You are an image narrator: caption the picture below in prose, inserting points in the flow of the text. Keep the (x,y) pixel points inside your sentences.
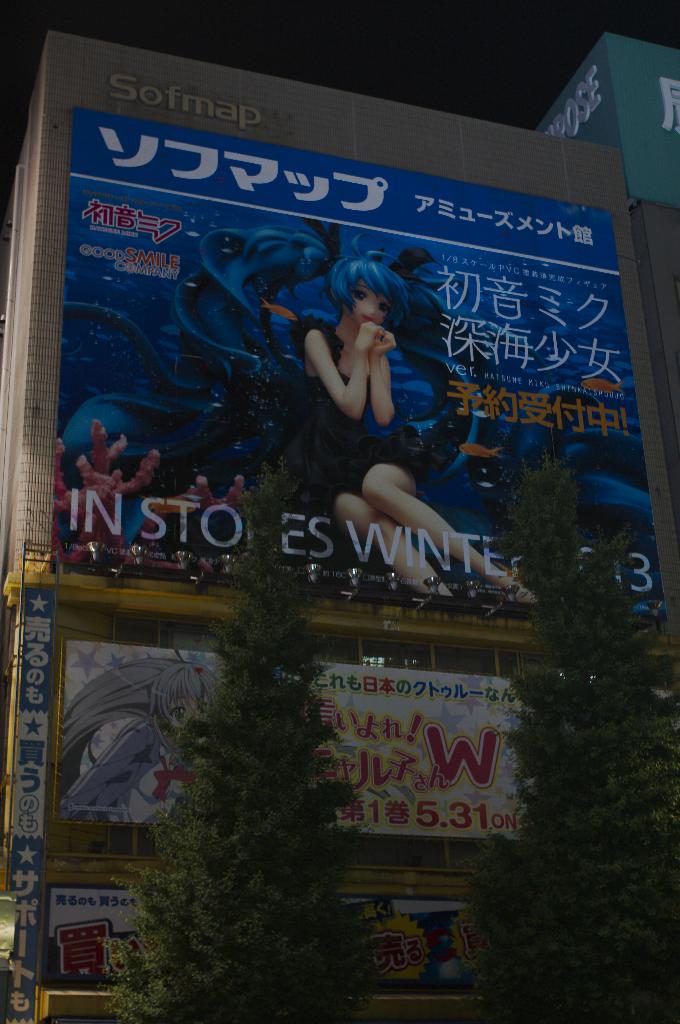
In the image we can see the poster (250,305) and in the poster (257,263) we can see the picture of a woman (337,389) sitting, wearing clothes (318,421) and we can even see the text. Here we can see the trees (646,822), building (360,888) and the dark sky (392,84).
